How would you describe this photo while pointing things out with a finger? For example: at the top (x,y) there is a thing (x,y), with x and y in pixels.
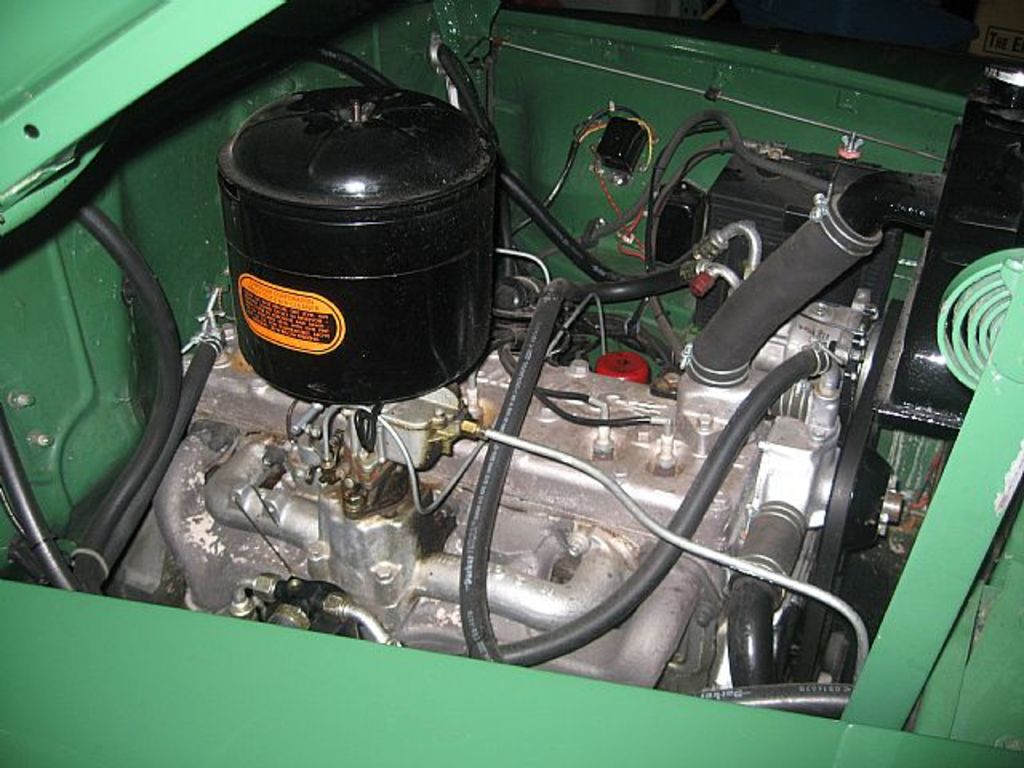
In the picture I can see an engine (582,457) and there is a black color object (357,289) above it and there is a green color vehicle body (512,114) around it.
